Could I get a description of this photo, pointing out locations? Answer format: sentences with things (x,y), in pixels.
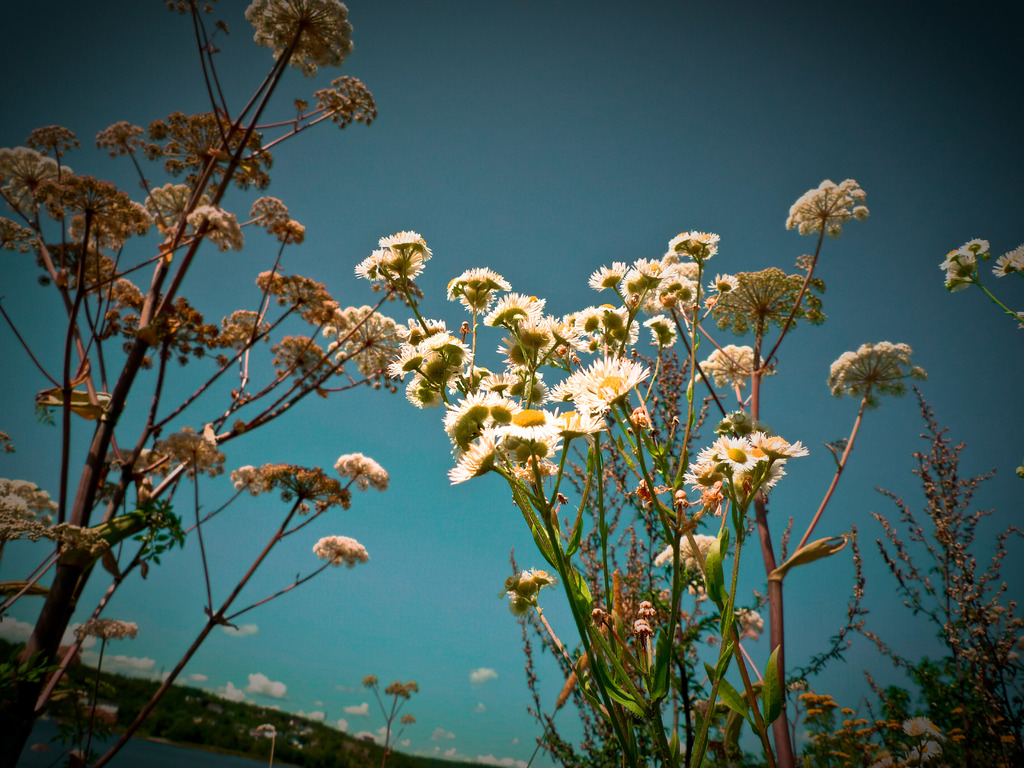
In this picture, we see the plants (743,611) which have flowers (733,435) and these flowers (536,330) are in white color. At the bottom (167,697), we see the grass (364,760), plants (404,690) and the clouds (323,713). In the background (461,700), we see the sky (460,546), which is blue in color.
